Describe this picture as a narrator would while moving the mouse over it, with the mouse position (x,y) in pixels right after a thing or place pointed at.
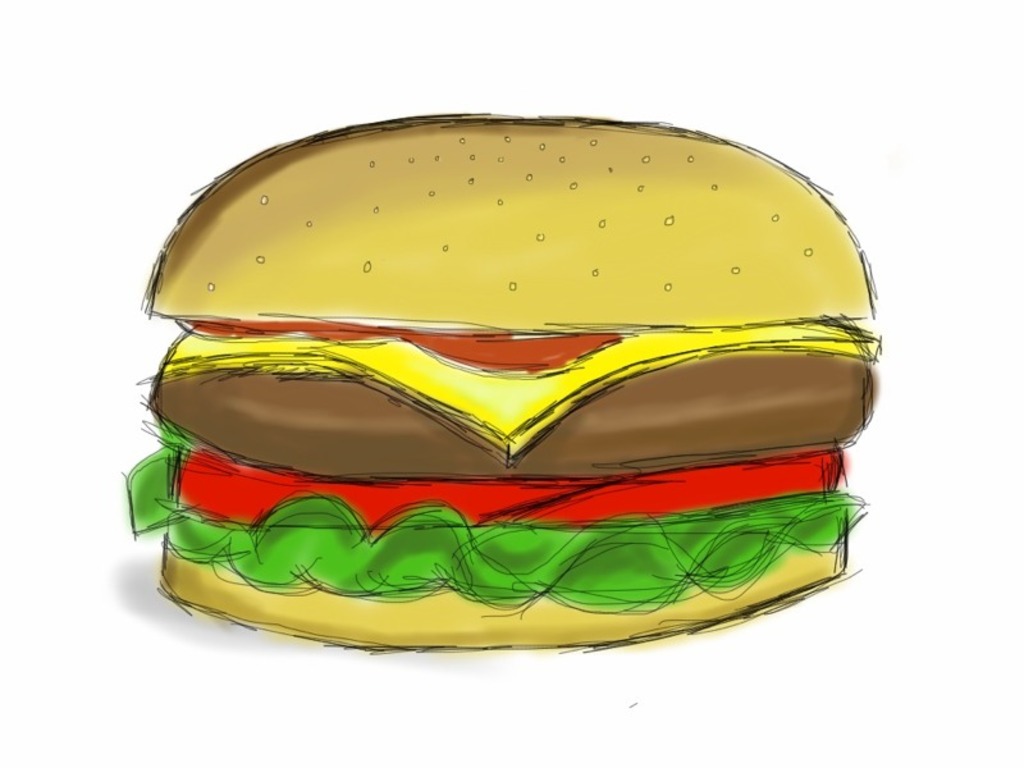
In this image I can see sketch of a burger (685,608). And there is a white background (1000,284).
